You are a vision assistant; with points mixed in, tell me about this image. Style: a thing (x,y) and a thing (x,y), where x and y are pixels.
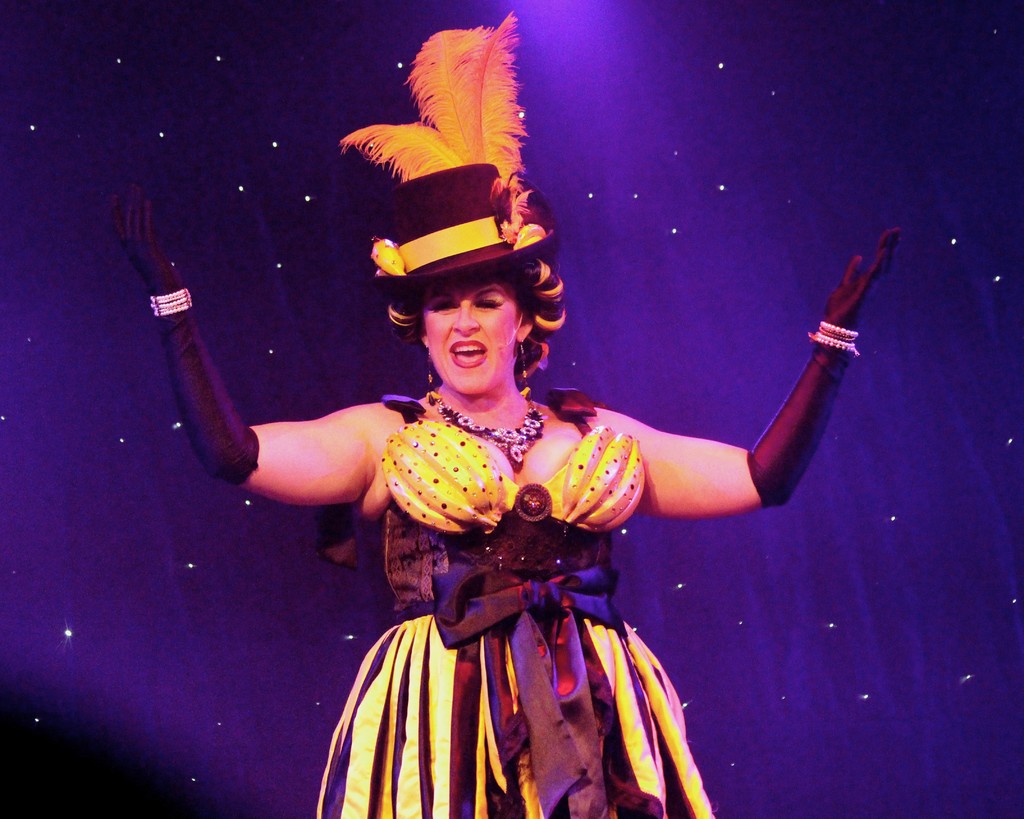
In this image there is a woman (438,564) standing and smiling. In the background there are lights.
